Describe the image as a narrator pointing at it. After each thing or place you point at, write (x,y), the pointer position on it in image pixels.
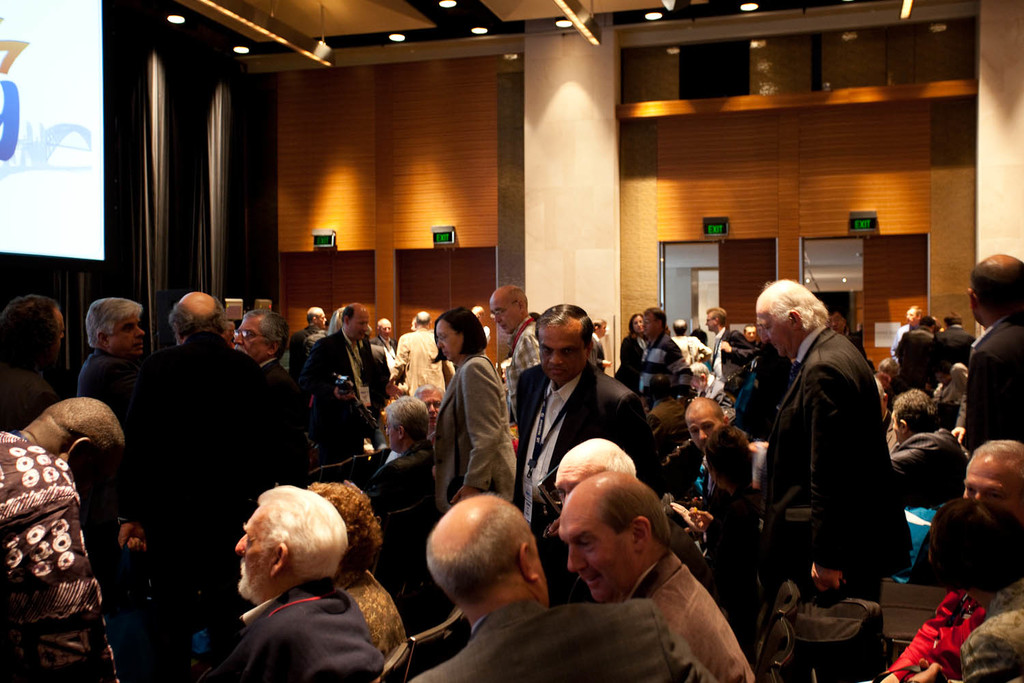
In this image I can see group of people (481,354), some are sitting and some are standing and I can also see the projection screen (72,180). In the background (542,191) I can see few lights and the wall (787,172) is in brown color.
